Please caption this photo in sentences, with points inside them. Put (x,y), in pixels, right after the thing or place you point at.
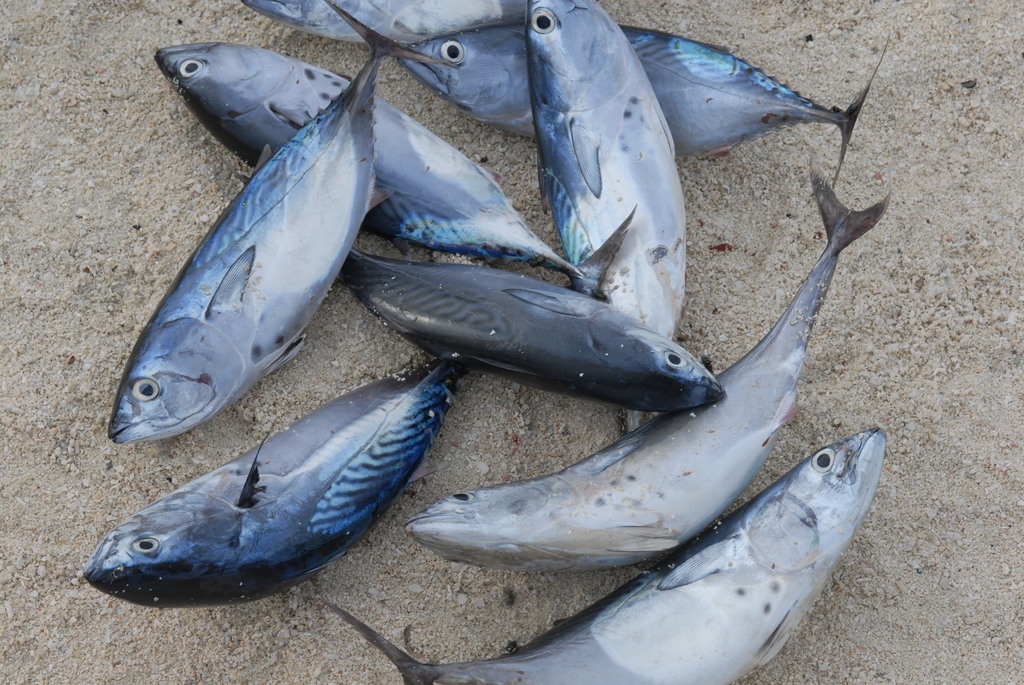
In this image few fishes (147,525) are on the land (854,369).
